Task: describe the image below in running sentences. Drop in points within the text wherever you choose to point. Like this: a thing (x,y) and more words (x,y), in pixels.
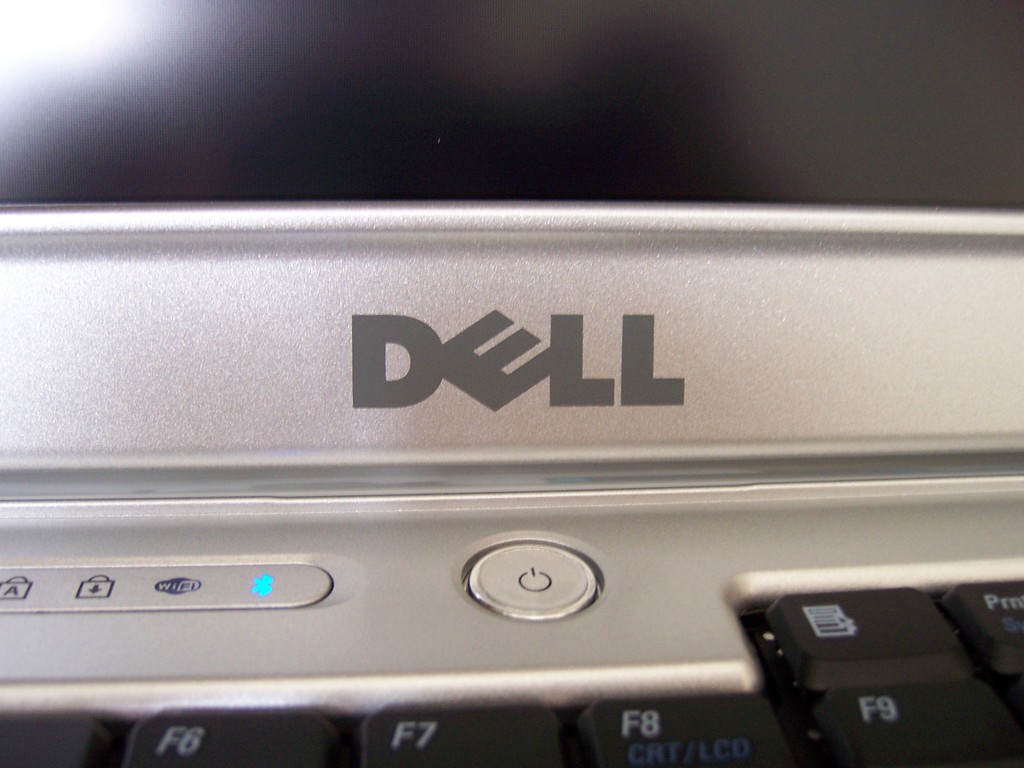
In this image there is a dell laptop (440,492).
